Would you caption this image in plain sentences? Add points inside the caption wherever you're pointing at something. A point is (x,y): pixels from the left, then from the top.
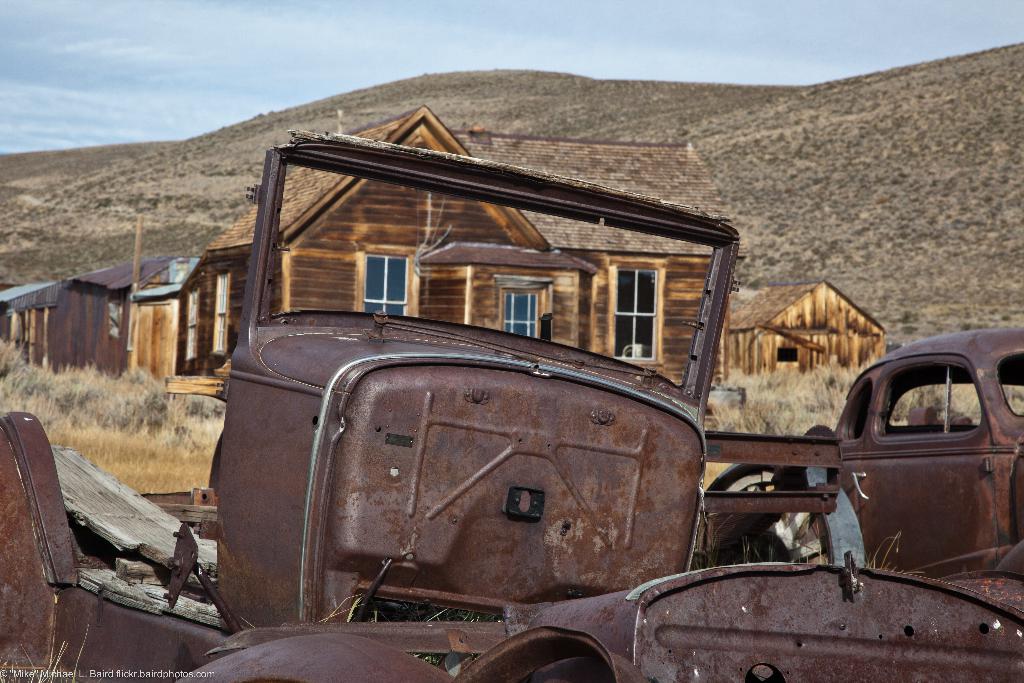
In the picture I can see wooden houses (331,291), vehicle body parts (450,452), the grass (168,442) and some other objects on the ground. In the background (381,55) I can see the sky (185,67).
